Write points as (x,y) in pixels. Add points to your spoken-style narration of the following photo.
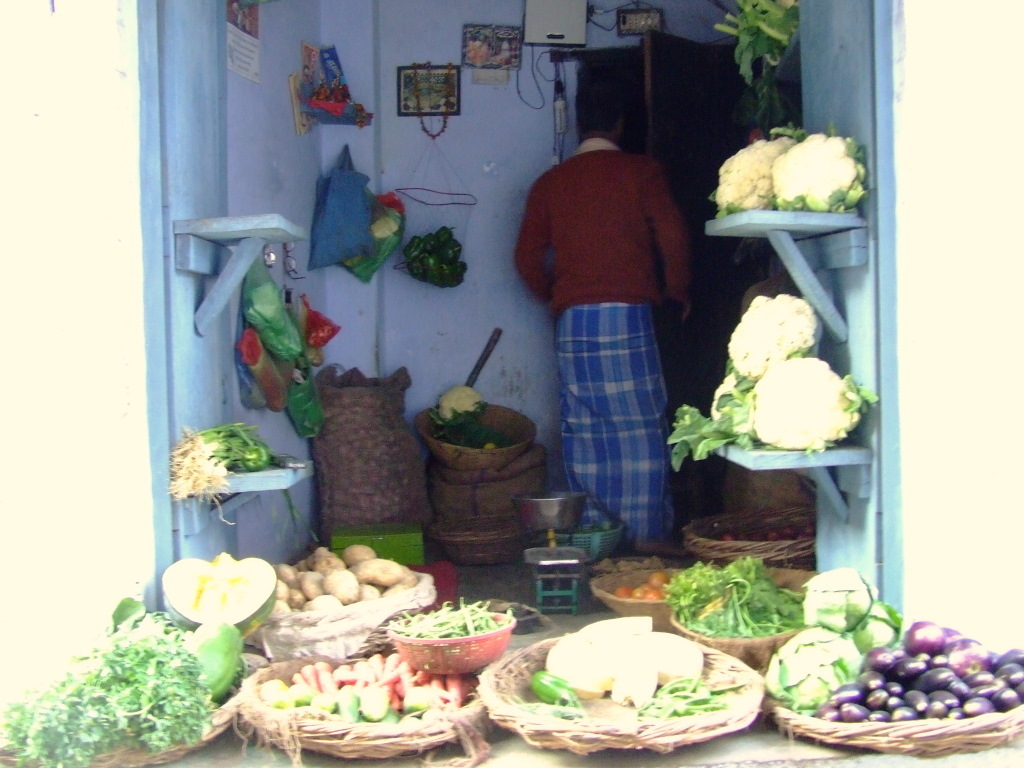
This image is of a vegetable stall (482,582). There are vegetables (258,576) in baskets (711,683). There is a person (608,142) standing. There is wall (404,147). There are photo frames (416,93) on the wall (424,32).
